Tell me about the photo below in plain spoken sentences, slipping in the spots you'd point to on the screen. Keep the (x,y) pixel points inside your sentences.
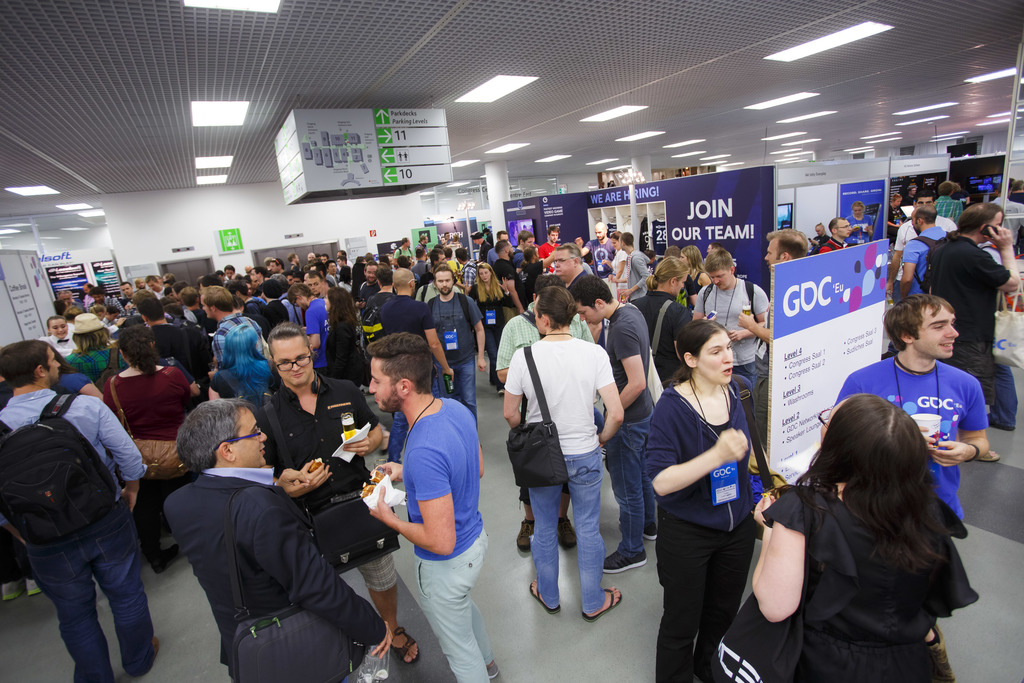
In this image I can see group of people (889,529) standing. In front (437,492) the person (433,460) is holding the food (374,482) and I can also see few boards (16,270) in blue and white color and I can see few lights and the wall (186,208) is in white color.
